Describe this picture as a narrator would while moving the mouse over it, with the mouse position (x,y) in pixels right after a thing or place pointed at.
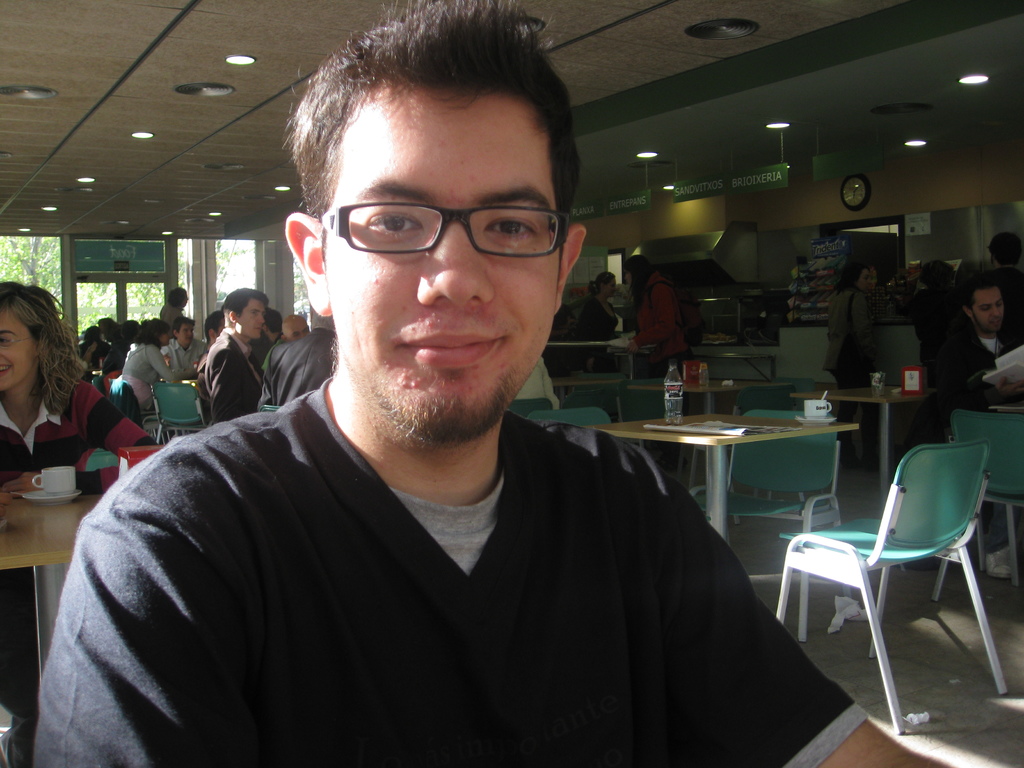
As we can see in the image there is a tan color wall (902,185), clock (844,199), banner (706,187), few people (13,594) sitting on chairs (759,442) and tables (625,434). On tables (722,439) there are newspaper (702,426), bottle (679,399) and cup (812,414).
